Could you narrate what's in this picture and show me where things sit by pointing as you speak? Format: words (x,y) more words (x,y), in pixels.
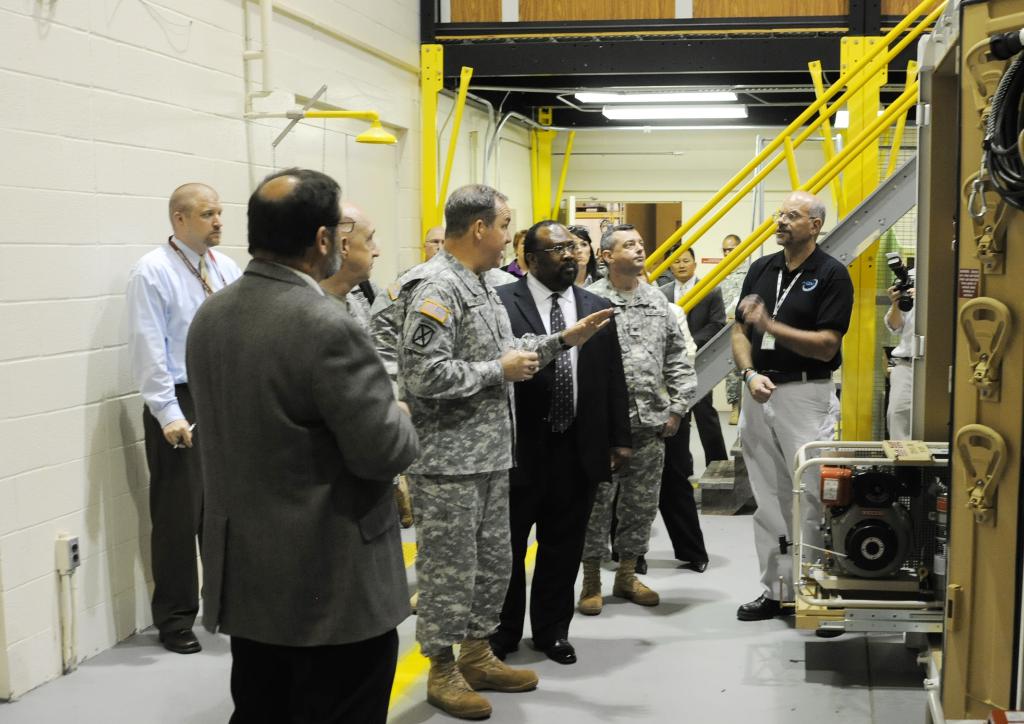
In this picture I can see few people (506,286) standing in front (443,301) and I see that few of them are wearing army uniforms (491,355) and few of them are wearing formal dress (563,377). On the right side of this picture (999,337) I can see an equipment (891,452) and I can see a person (888,308) holding a camera (887,255). In the background (852,350) I can see the rods (453,131), few lights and I can see the railings (730,180). On the left side of this image (246,161) I can see the wall (151,235).
